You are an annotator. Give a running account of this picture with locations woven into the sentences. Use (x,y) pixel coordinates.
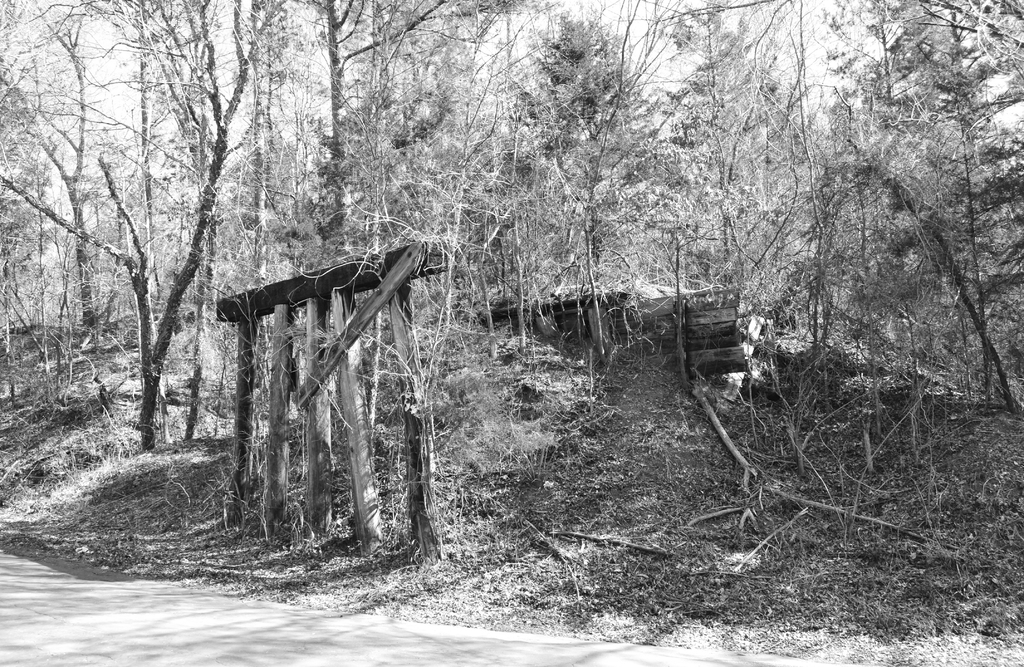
This is a black and white picture. In this picture we can see trees (760,200). This is a road (425,651).
